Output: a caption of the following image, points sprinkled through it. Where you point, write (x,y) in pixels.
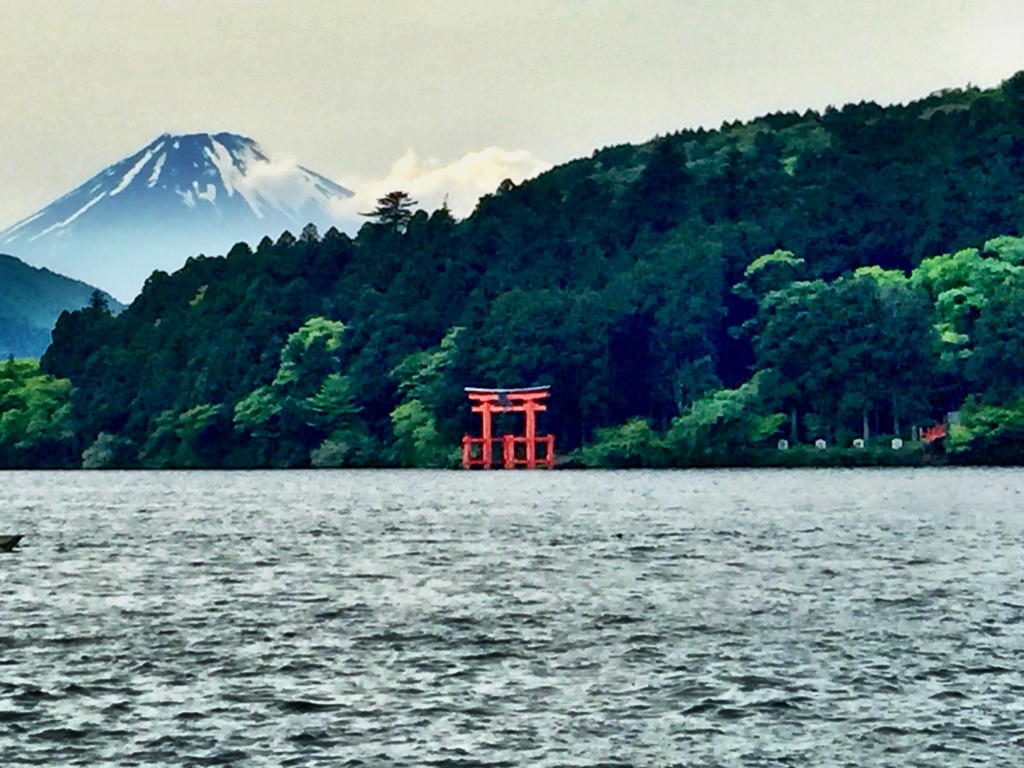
In this image there are few trees (624,453), snow (155,172) on one of the mountains (89,235), an arch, white color pillars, water (56,629) and the sky (506,115).
